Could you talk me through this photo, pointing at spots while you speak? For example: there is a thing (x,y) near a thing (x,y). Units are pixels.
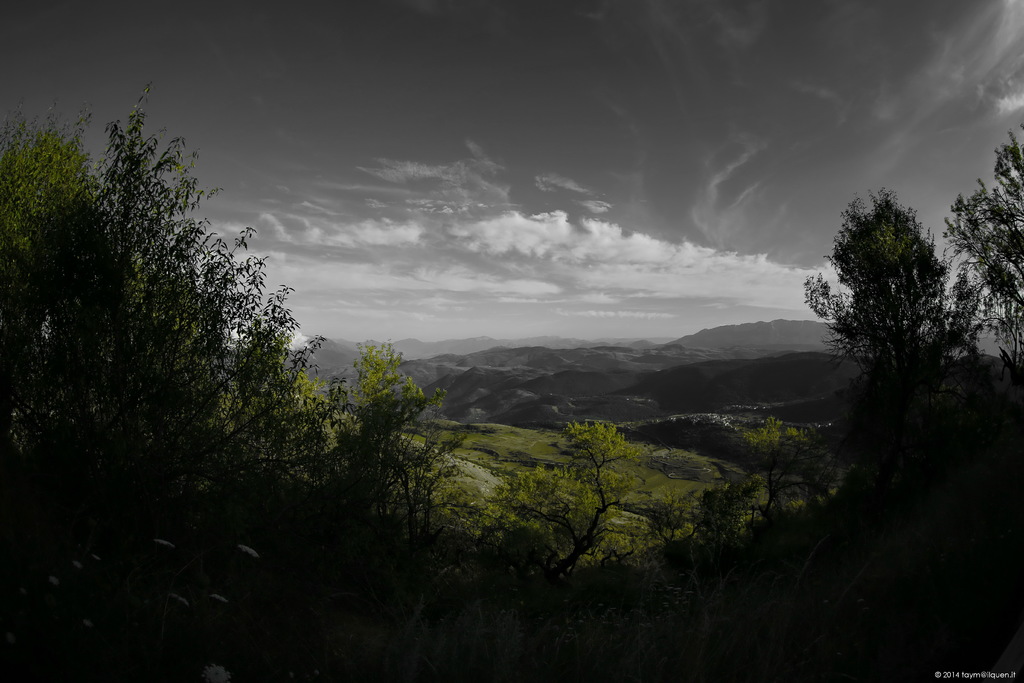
In this image we can see trees (407,476). In the background (596,364) there are hills (431,353) and sky (614,242).
